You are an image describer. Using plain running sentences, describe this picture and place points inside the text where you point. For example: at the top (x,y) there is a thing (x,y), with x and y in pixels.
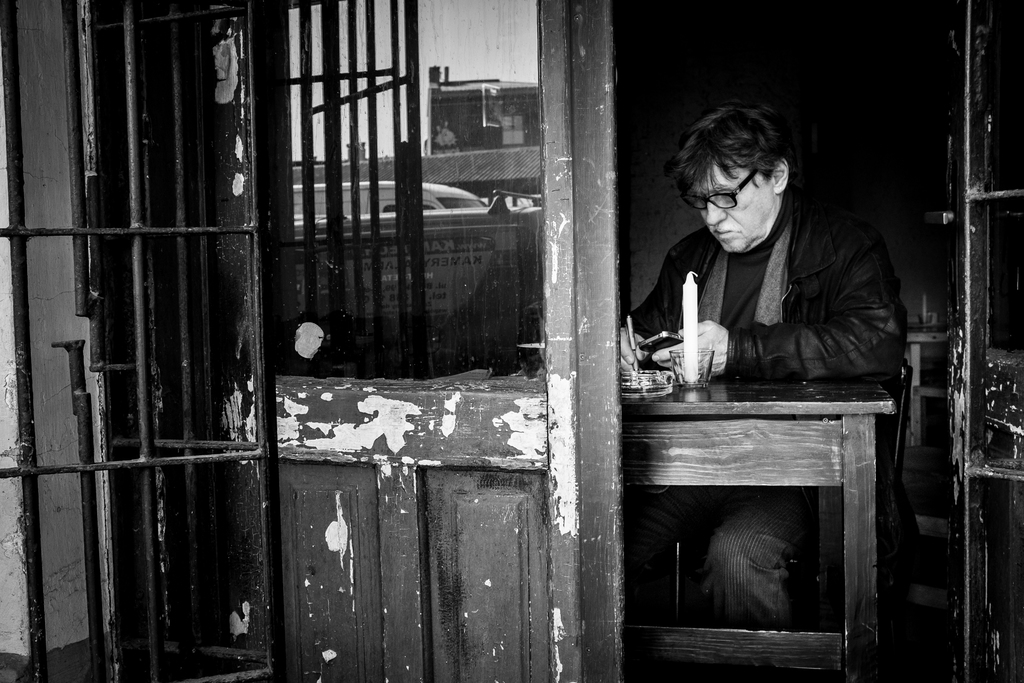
In this picture we can see a man (796,319) is sitting in front of a table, he is holding a mobile phone (664,347) and writing something, we can see a candle (689,353) on the table (689,389), on the left side (164,201) there is a door (580,483) and grilles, we can see reflection of a vehicle (431,269) on this glass (429,203), it is a black and white image, in the background (889,155) there is a wall (878,172).
